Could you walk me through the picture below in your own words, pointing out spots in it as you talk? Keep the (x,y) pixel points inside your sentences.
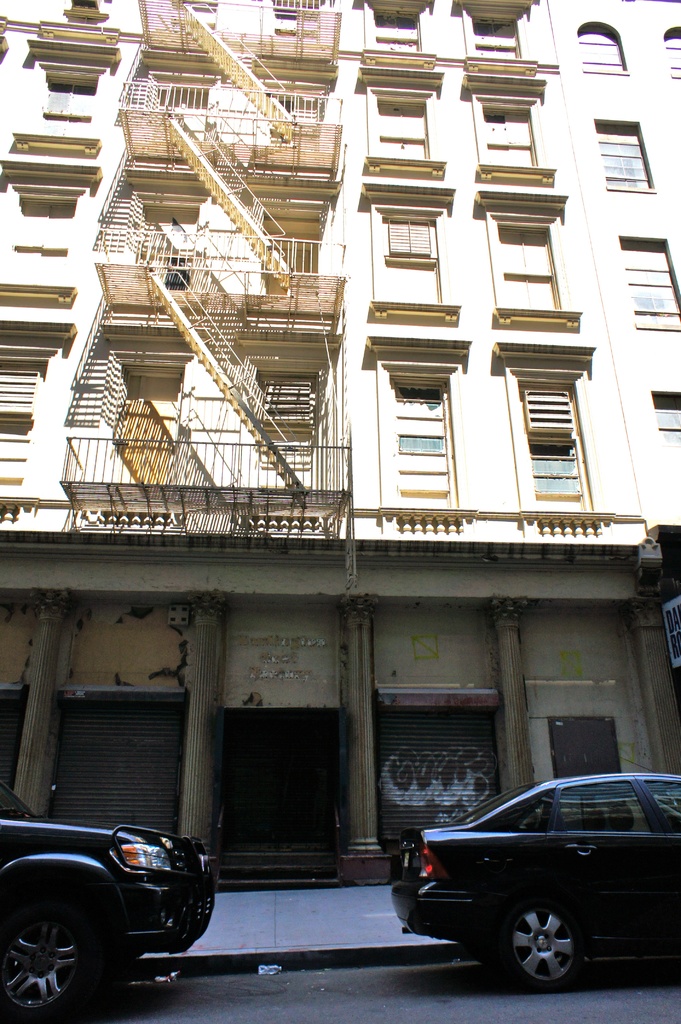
In the center of the image (303,442), we can see a building (390,379) and there are railings (221,240). At the bottom (94,871), there are vehicles (103,879) on the road (296,1013).
